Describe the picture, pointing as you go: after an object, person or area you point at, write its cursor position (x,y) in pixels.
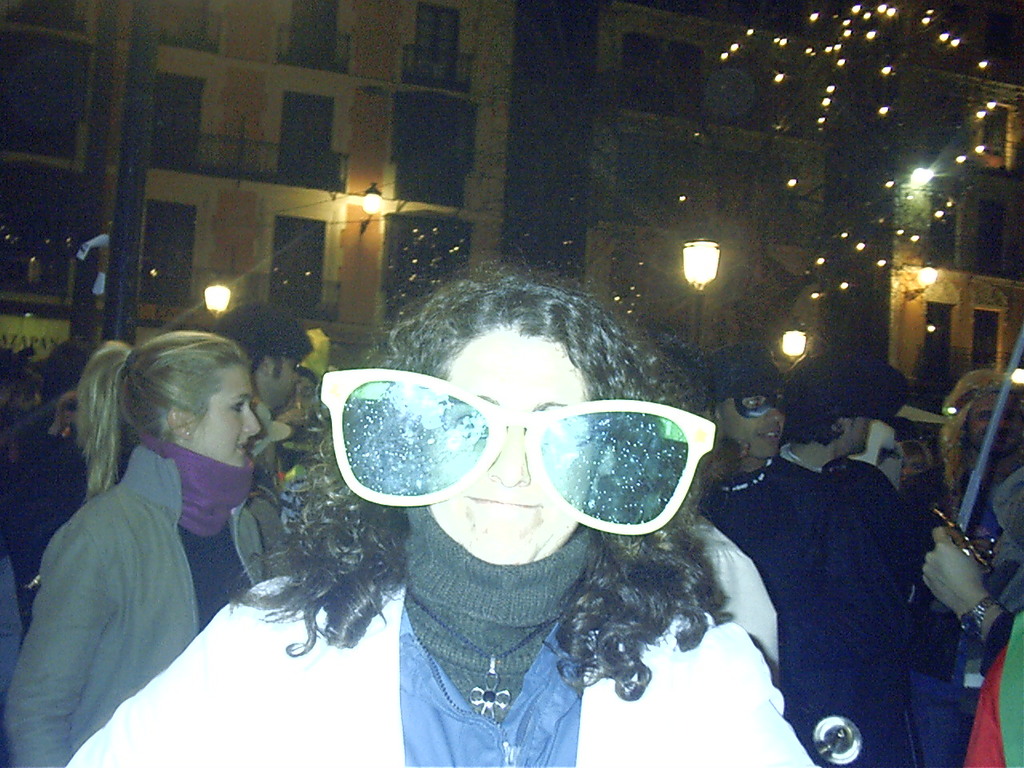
In this picture we can see a group of people (590,690), lights (217,298), pole (118,257), some objects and in the background (223,244) we can see buildings (999,223).
